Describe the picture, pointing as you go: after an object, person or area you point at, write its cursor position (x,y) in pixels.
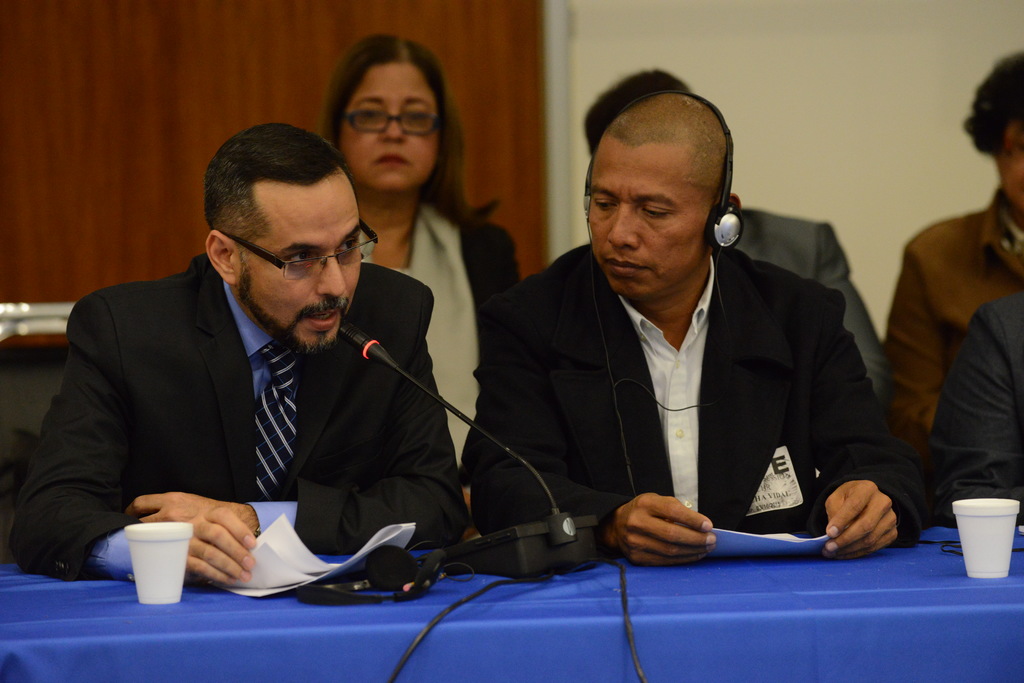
In this image I can see group of people (985,360) sitting. In front (587,386) the person (358,420) is wearing black blazer (412,414), blue shirt (278,506) and blue color tie (280,486) and the other person (574,422) is wearing black blazer (635,406), white shirt (655,350). I can also see a microphone (590,528), few papers (388,532), cups (172,551) on the table (512,639), background (902,96) the wall (839,96) is in cream color.
